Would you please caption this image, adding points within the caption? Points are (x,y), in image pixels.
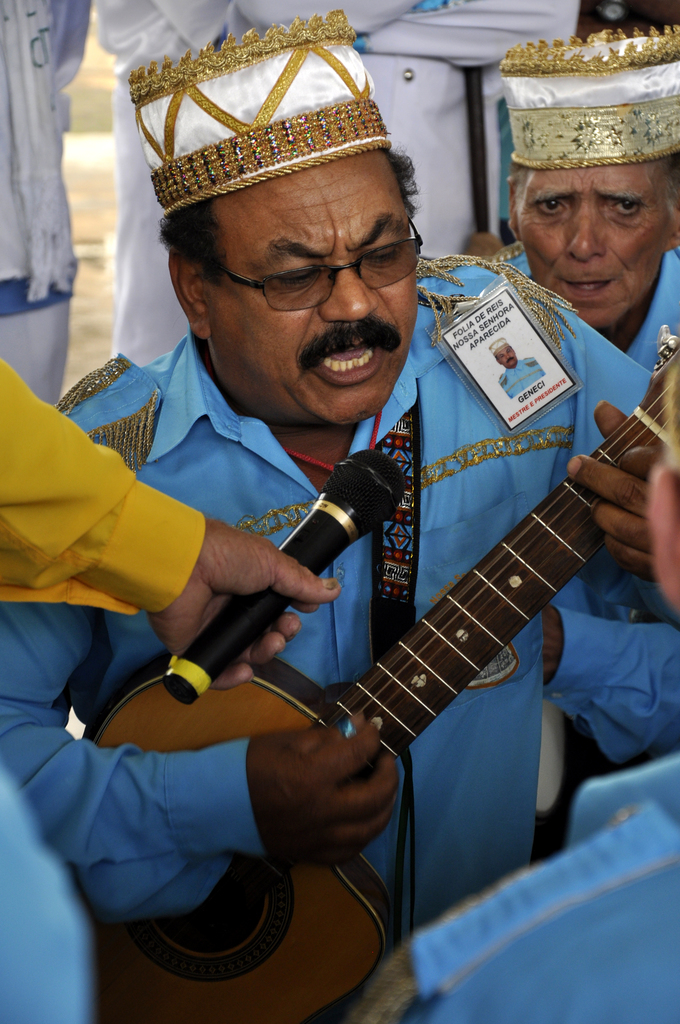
In this image I can see a man (373,842) holding a guitar (313,930) and speaking. On the left side (119,511) I can see a person's hand (196,581) and holding a mike (320,555). In the background (442,69) I can see some people (611,228).
